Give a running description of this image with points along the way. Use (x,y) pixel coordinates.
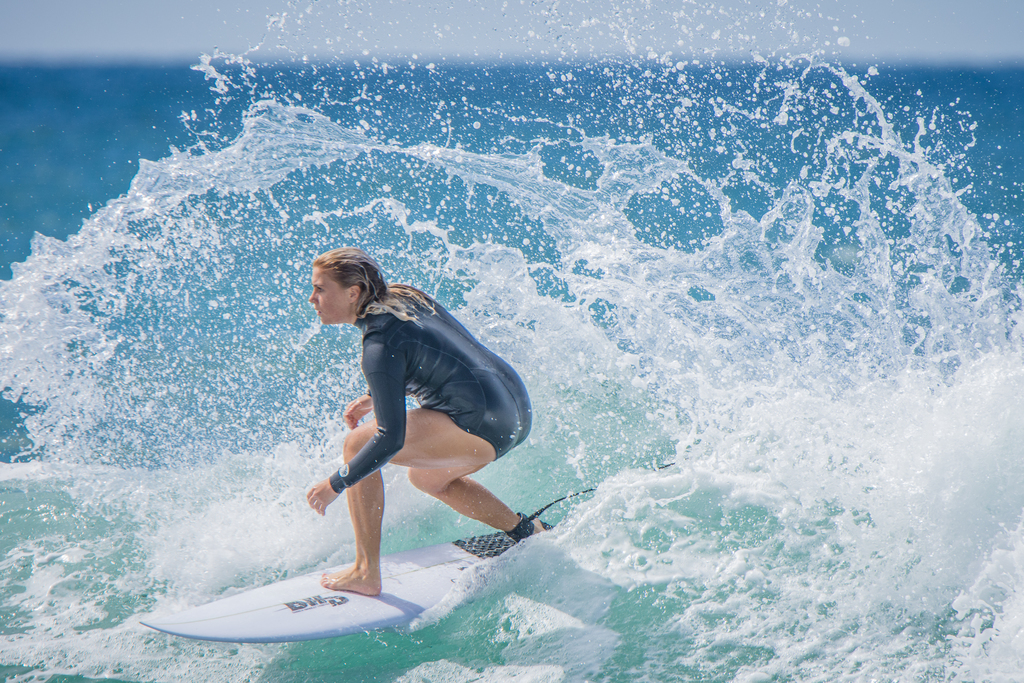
In this image there is one woman (376,430) surfing on the water (556,365) as we can see in the bottom of this image (399,513).
